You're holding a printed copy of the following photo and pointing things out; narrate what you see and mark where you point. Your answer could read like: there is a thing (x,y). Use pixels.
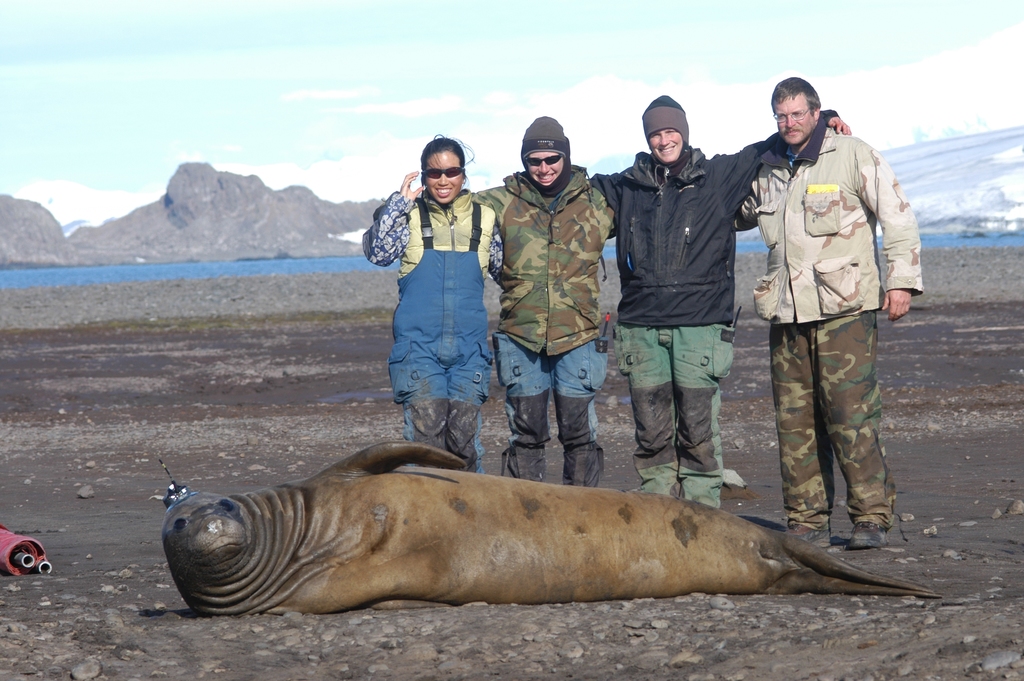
In this image there are four people (679,285) standing, and two of them are wearing goggles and two of them are wearing caps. And in the center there is seal (318,561), at the bottom (949,513) there is walkway (942,371) and in the background (973,241) there is a river (359,259) and some mountains (59,237) and snow (909,151). At the top (558,85) there is sky (315,110), and on the left side of the image (7,548) there are some objects (13,565).
